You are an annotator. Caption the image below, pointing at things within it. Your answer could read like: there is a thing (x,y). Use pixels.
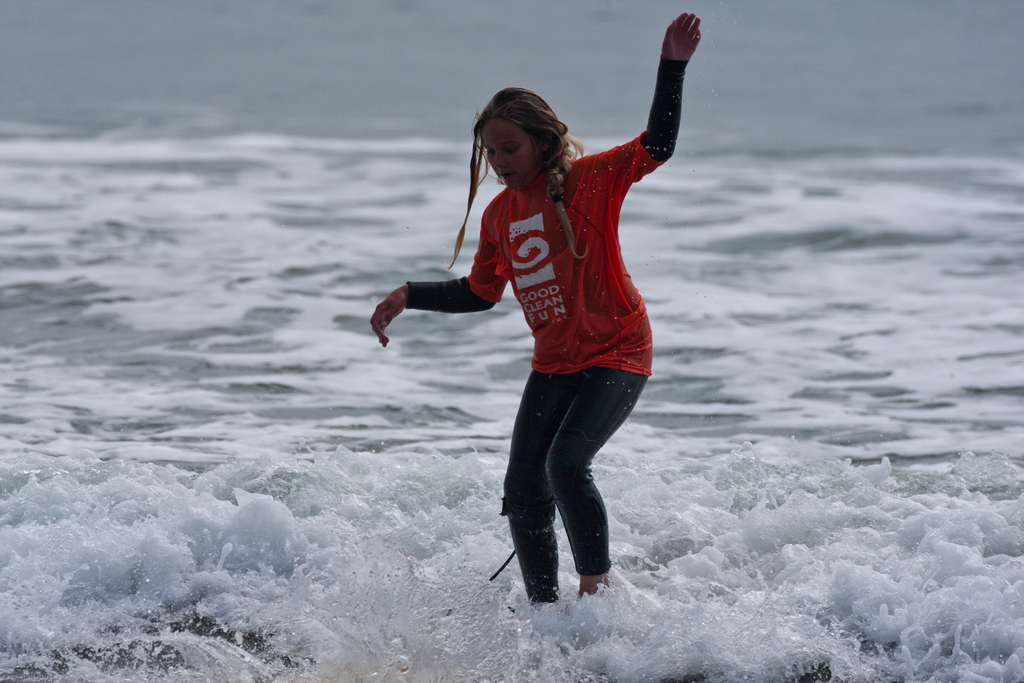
In this picture we can see the water (330,580). This picture is mainly highlighted with a woman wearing a red t-shirt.
